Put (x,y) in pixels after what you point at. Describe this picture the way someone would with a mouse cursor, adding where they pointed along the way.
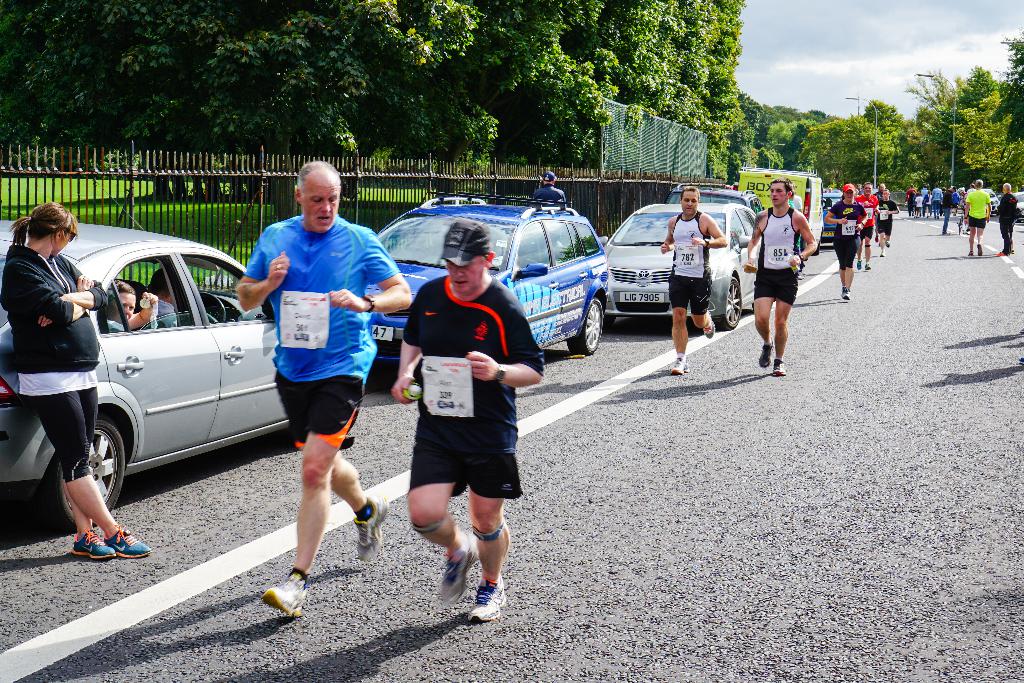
In this picture we can observe some people (778,265) running on the road (735,505). We can observe some cars (512,253) on the left side of the road (853,330). There is a black color railing (598,189) and some trees (594,97). In the background (791,39) there is a sky (814,45).
